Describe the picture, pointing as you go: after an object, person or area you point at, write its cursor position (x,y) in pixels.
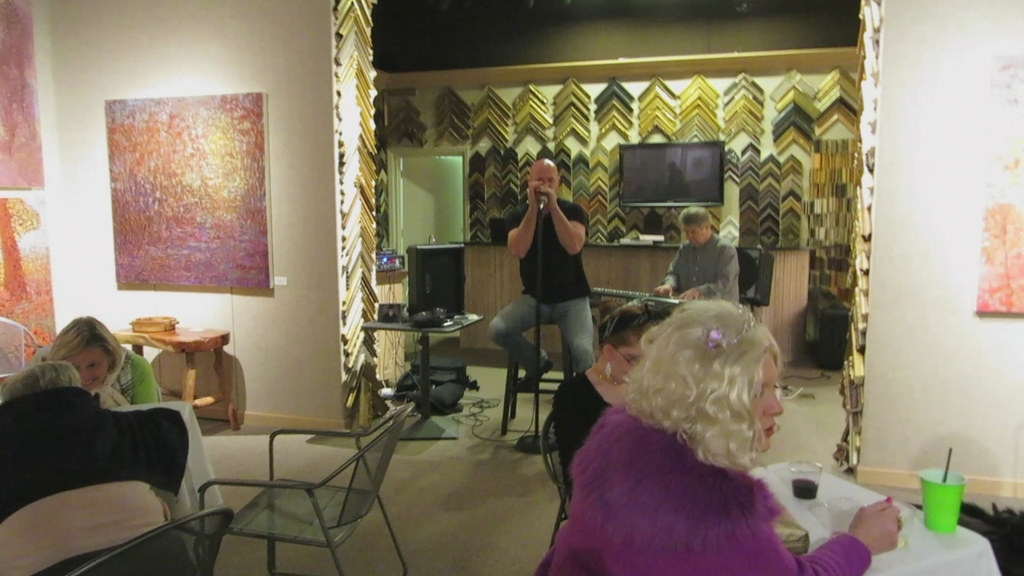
It is a picture where are some people (140,433) are sitting in front of the table (781,491) in background (577,350) there are two men (677,258) one person (557,307) is singing the song another person (721,273) is playing piano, behind them there is a television (649,167) and also a wall (823,71) and also a door (420,203).
